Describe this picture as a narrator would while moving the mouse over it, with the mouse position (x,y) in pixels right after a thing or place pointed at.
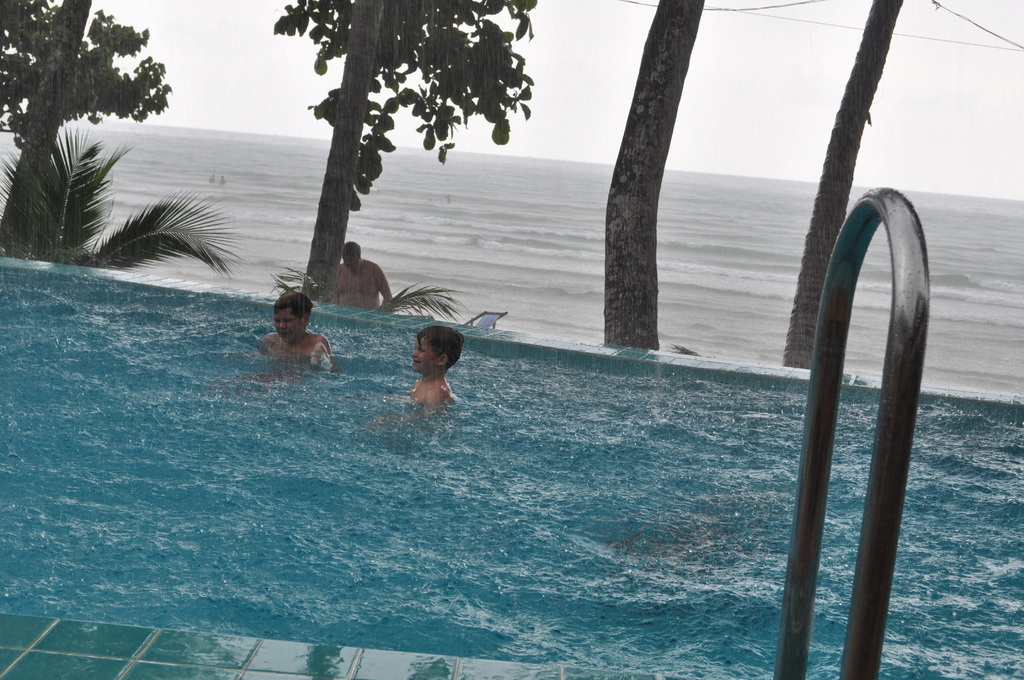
In this image there are two boys (414,399) who are swimming in the swimming pool (519,516). In the background (647,218) there are trees (374,164), Behind the trees (617,173) there are chairs (492,313) on the sea shore (532,319). At the bottom (72,629) there is a wall (240,667). On the right side (898,416) there is an iron rod (813,469).
